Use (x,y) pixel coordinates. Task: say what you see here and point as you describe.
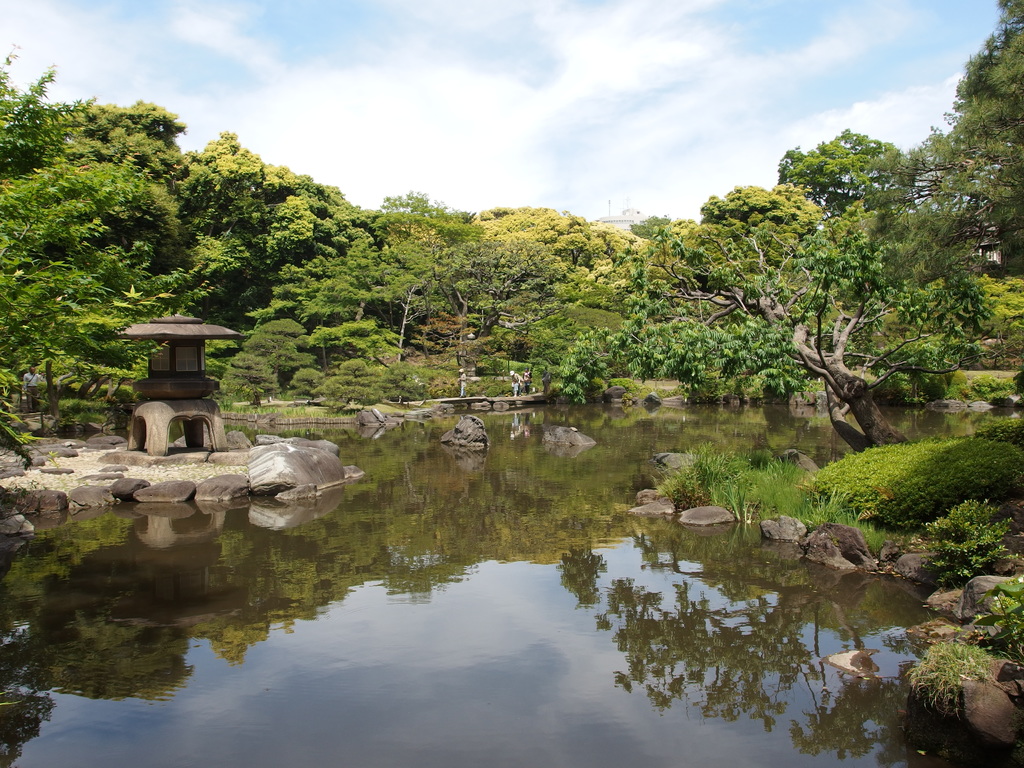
In this picture I can see few trees (629,329) and few people (516,382) walking and I can see water (420,630) and few rocks (337,456) and I can see a human (35,378) standing and I can see building (613,223) in the back (555,190) and a blue cloudy sky (427,47).
